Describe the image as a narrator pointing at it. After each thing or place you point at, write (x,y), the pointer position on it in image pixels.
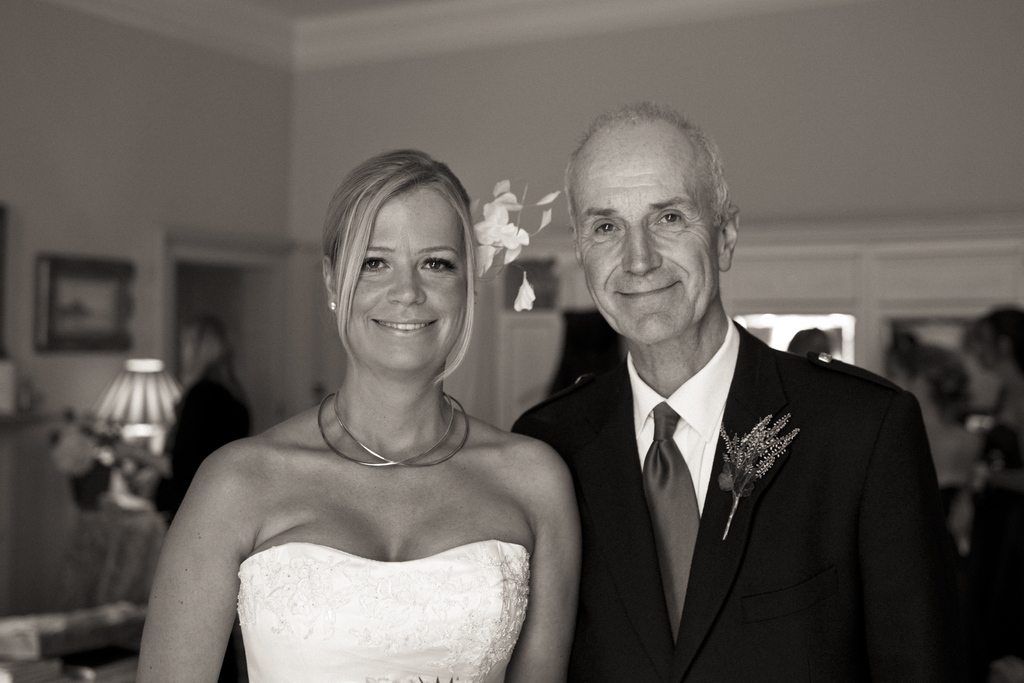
In this picture there are people (338,493) standing and smiling. In the background of the image (244,249) it is blurry and we can see people (219,348), wall (329,196) and objects (128,327).
